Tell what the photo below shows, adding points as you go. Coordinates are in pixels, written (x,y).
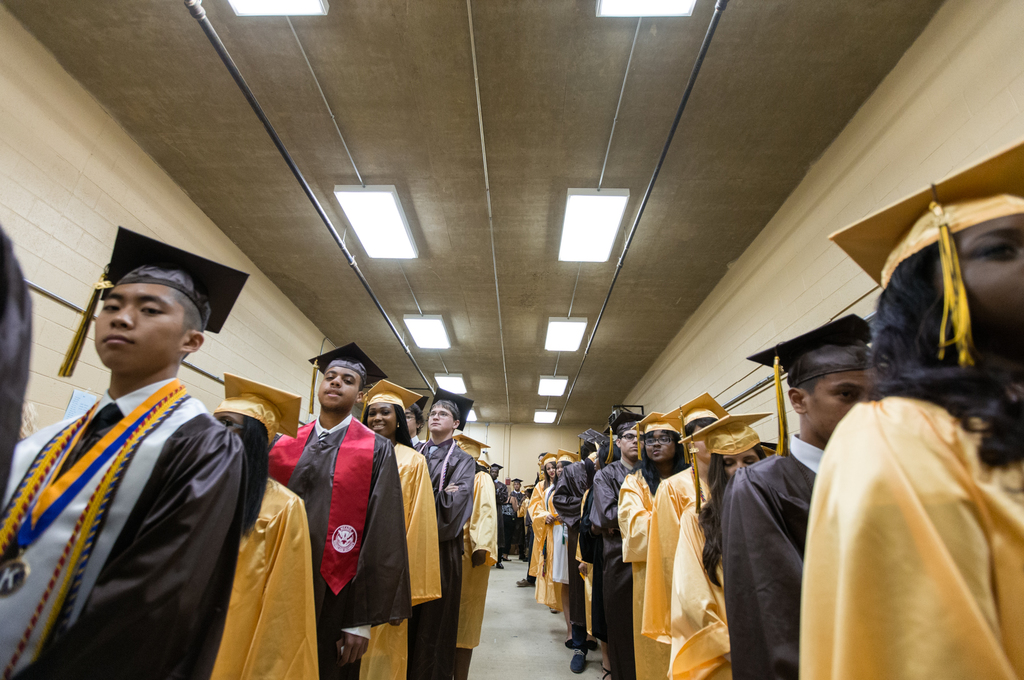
This image is taken indoors. At the top of the image (242,94) there is a ceiling (458,367) with a few lights (369,218). In the background (816,282) there are a few walls (685,374) and a few people (502,485) are standing on the floor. In the middle of the image (350,442) many people (511,536) standing on the floor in a queue (613,583). They have worn caps (228,286) and coats (441,555).
